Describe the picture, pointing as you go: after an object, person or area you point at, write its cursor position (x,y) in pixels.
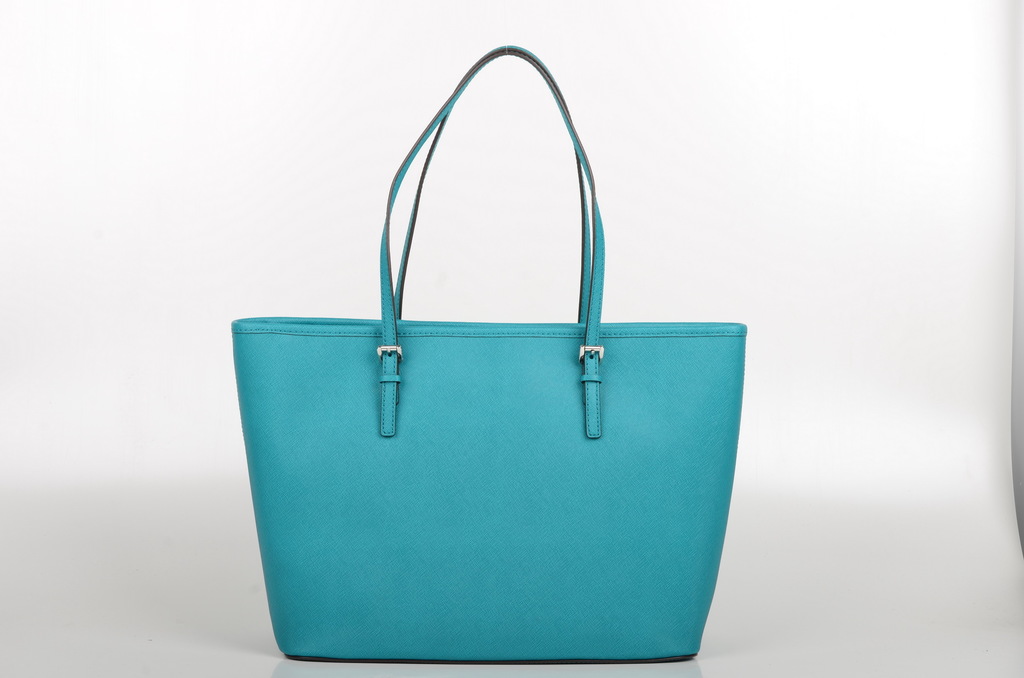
Here, we see blue color hand bag (452,482) on a table (653,671) like. This hand bag (462,586) consists of two hangers (590,276) which is fitted to it like a belt (596,375). It is a leather bag (469,459). On background (806,241), we find a white color thing (793,227) like.
